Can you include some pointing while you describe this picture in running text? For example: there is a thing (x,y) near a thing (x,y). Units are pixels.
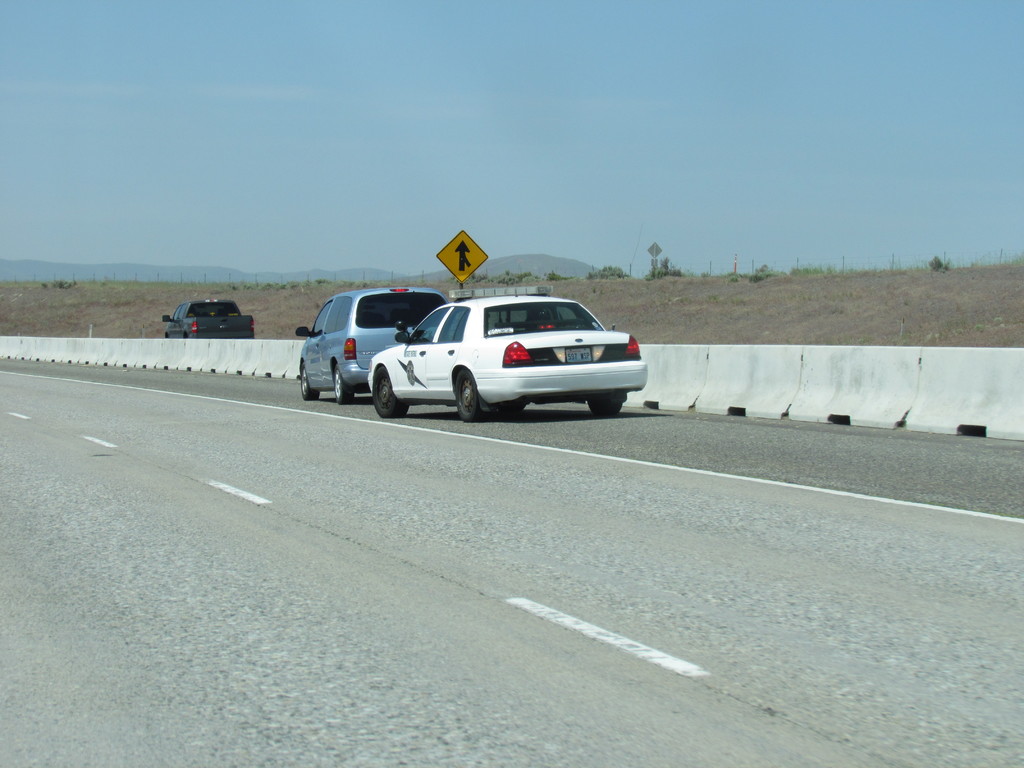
In the background (588,125) we can see sky (511,118), hills (20,264). We can see vehicles (322,335) on the road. This is a divider (863,376) on the road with barricades (1003,383). We can see a yellow board (467,268).
